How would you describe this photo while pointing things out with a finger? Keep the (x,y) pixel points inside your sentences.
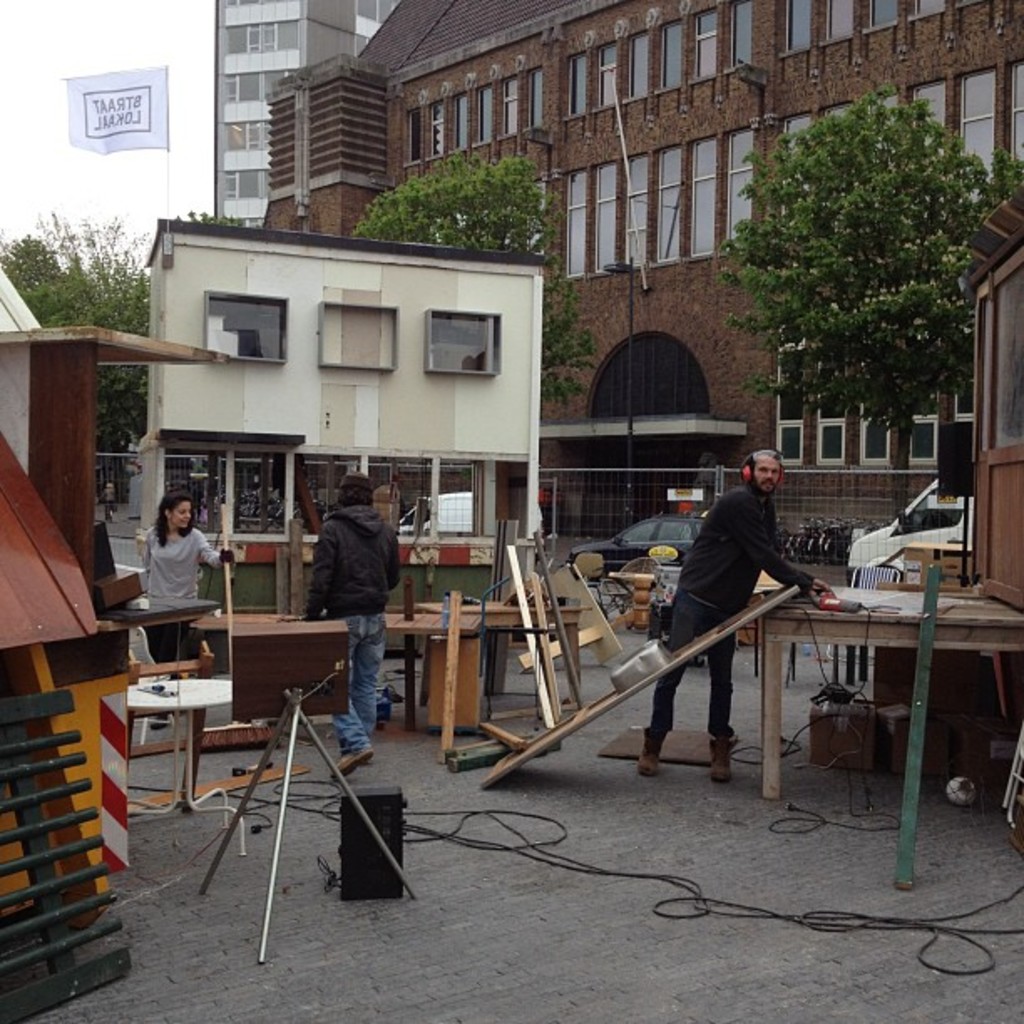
This picture is clicked on road (584,968). There are three people (370,571) in the image. There are wooden pieces (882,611), cables (643,874), tripod stand (293,717), table (192,686) and ball (966,784) in the image. There are cars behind them. In the background (729,303) there is a building (701,272) tree (488,195), flag (110,110) and sky (39,137).
